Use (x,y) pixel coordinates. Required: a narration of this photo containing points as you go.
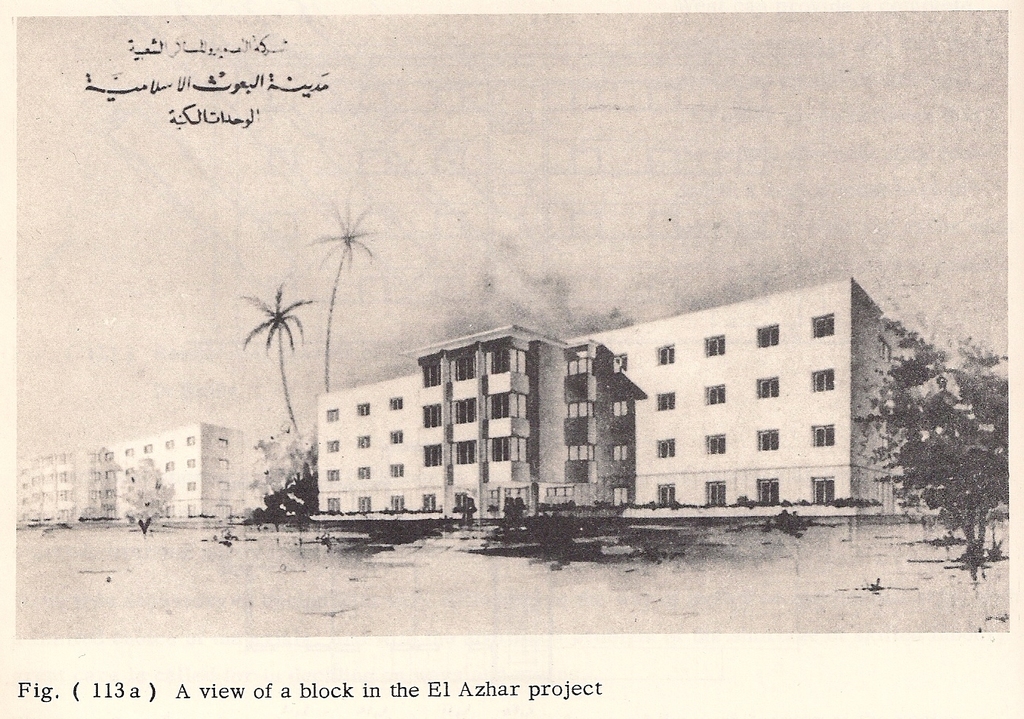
This is a black and white image. In the image there are buildings (428,426), trees (962,452) and also there is text (302,686) on it.
